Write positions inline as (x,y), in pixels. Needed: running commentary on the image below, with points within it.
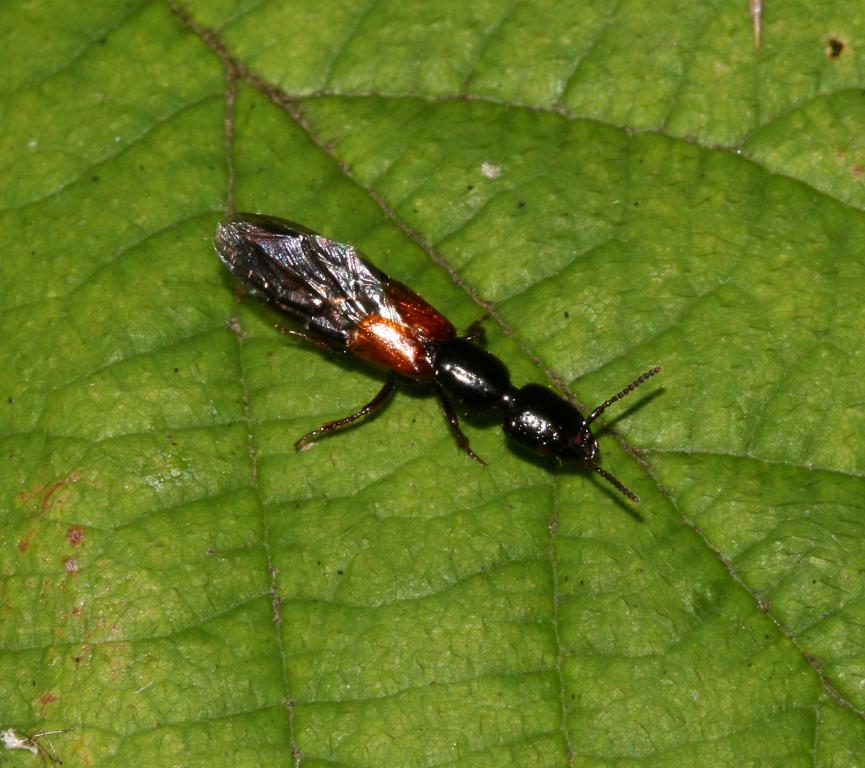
Here in this picture we can see an insect (413,337) present on a leaf (236,167) over there.
